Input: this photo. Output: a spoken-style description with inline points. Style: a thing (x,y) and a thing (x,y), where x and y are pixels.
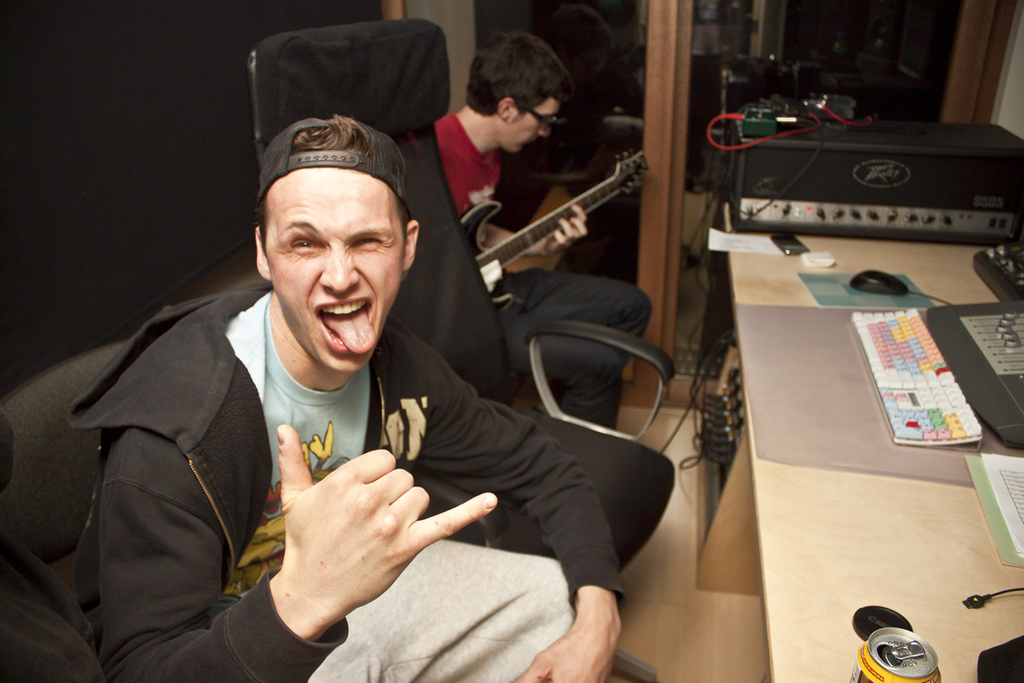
In this picture we can see two people (231,325) sitting on chairs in front of the tables (732,498) on which is a tin (914,639), keyboard (909,344), mouse (891,278) and some things (876,618).
